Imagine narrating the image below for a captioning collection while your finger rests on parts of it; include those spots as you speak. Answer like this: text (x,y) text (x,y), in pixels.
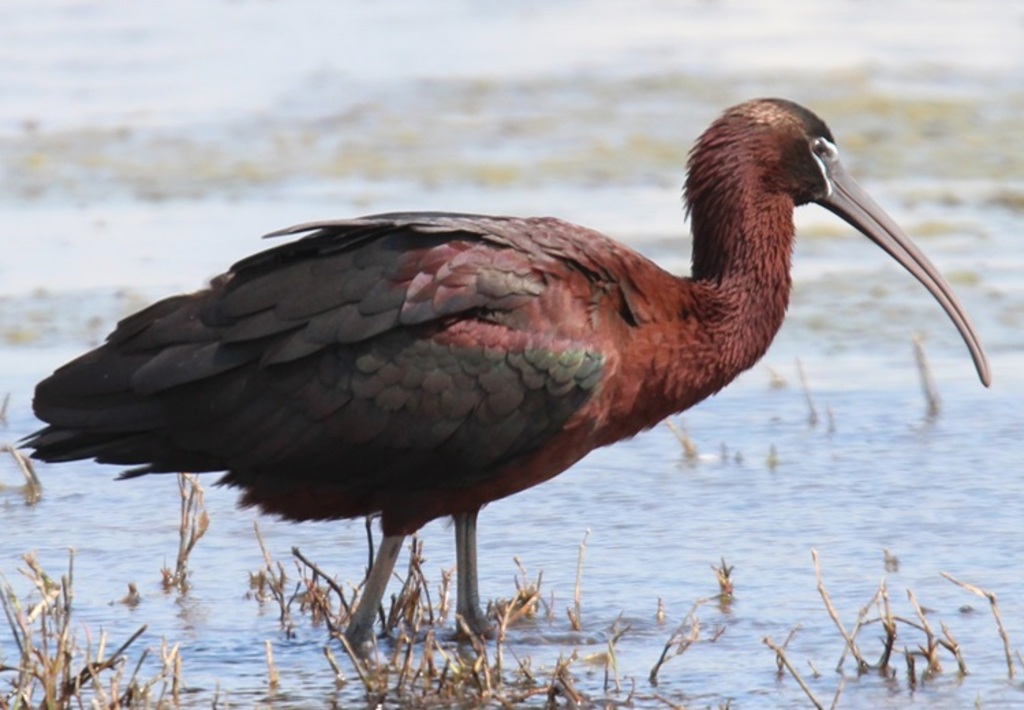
In the picture I can see a bird (67,429) which is in black and maroon color is standing in the water (712,551). Here we can see dry plants (461,699) and the background of the image (19,289) is slightly blurred.
